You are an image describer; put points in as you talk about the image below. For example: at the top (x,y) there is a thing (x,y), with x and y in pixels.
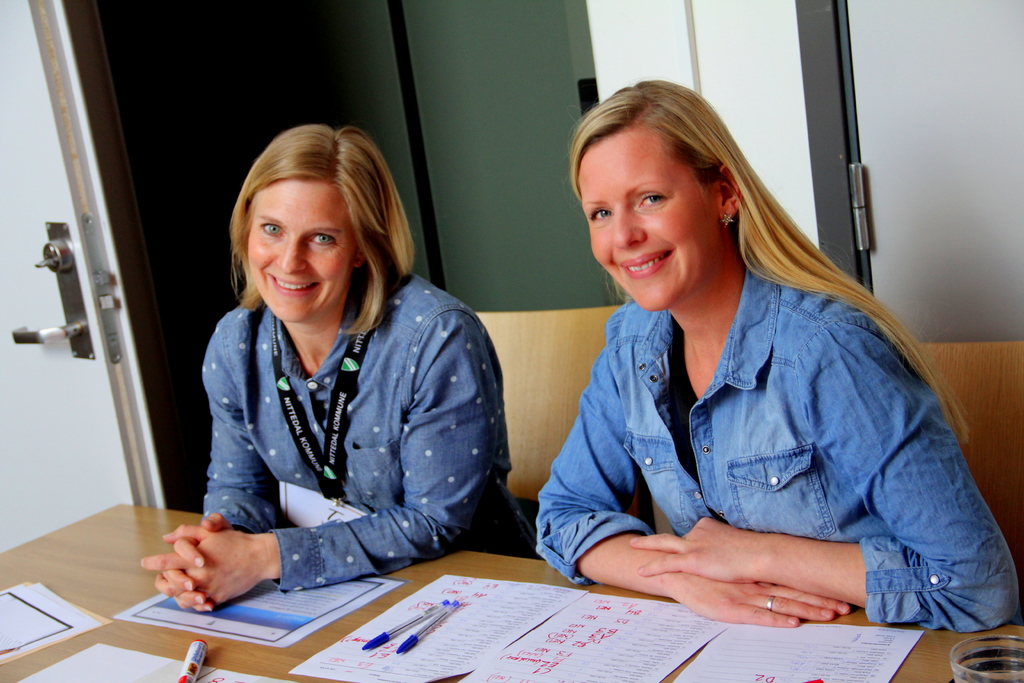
In this image we can see two women (850,366) sitting in front of a table (260,653). One woman (341,424) is wearing a id card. On the table (320,639) we can see group of paper (36,614), pens (422,616) and a glass (995,649) are placed on it. In the background (6,225), we can see a door (42,162).
